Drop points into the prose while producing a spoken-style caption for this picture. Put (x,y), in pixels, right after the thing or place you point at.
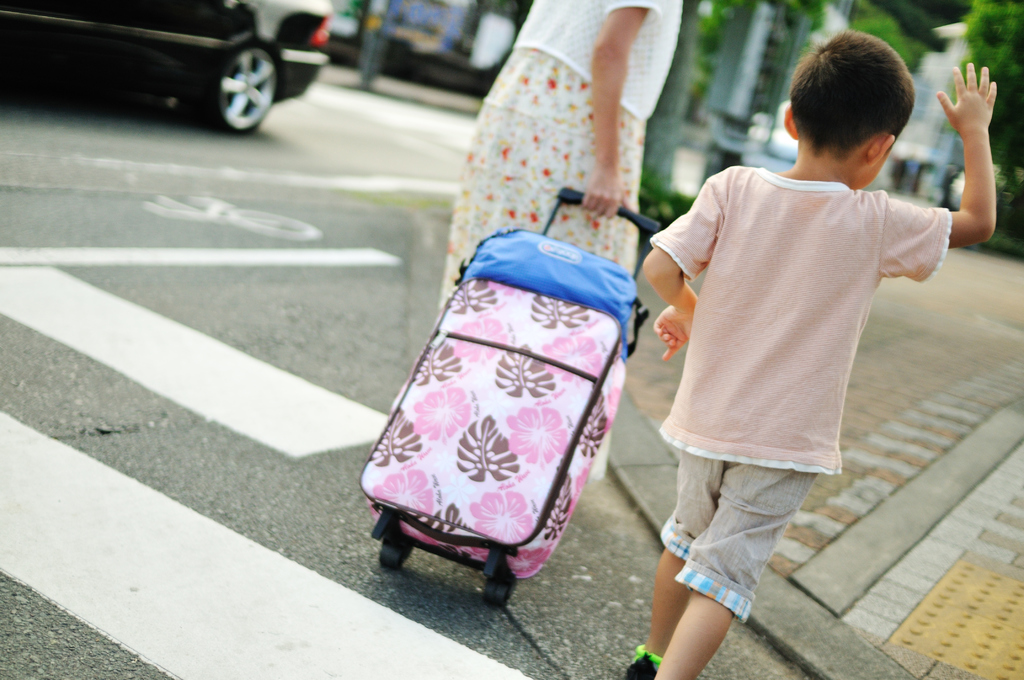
there is a outside of the street (341,192) there are two people (752,337) walking on street (616,529) the right side (823,386) the boy (811,374) walking on the street (310,221) and the other side the woman (566,159) is walking on the street (648,321) and she is holding the bag (551,340) and the left side (240,63) the car (232,91) is parking the many trees (697,87) and poles (717,89) are present on the road (287,204).
